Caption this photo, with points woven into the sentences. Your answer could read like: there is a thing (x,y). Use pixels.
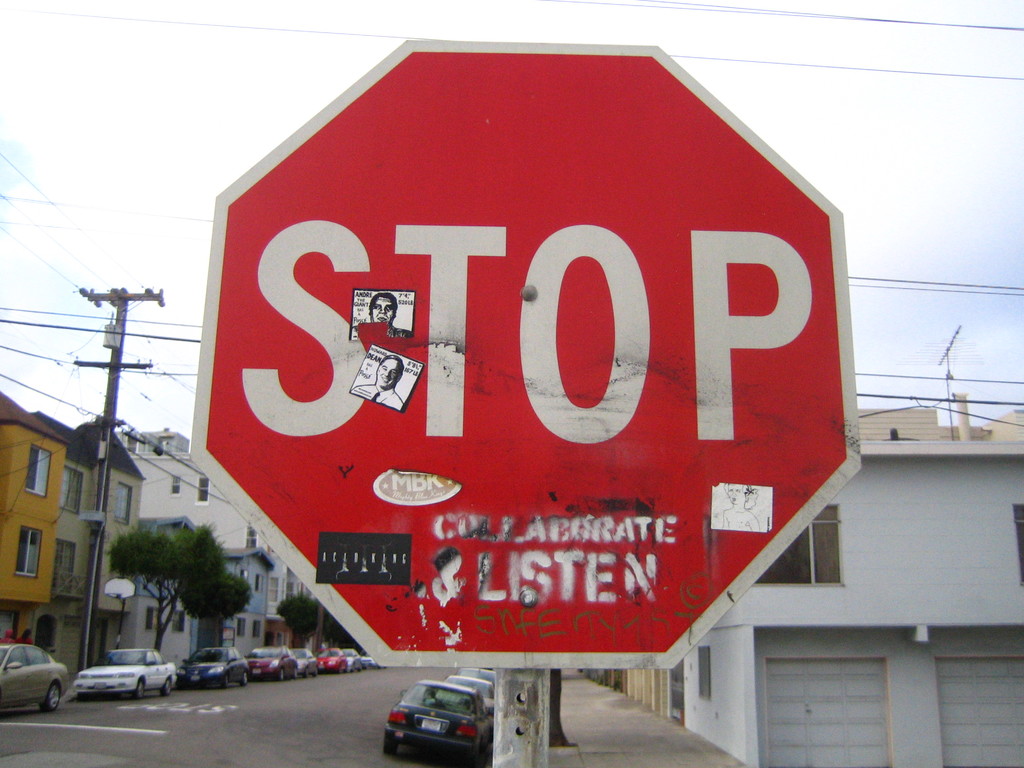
In this picture we can see a STOP signboard (277,307) on a pole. On this STOP signboard (412,476), we can see the images (355,386) of the people (377,314) and some text (458,531). There are a few vehicles (445,714), a pole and trees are visible on the path (289,727). We can see some wires (133,436) on top. There are a few buildings (57,582) visible on the right (904,488) and left side of the image (133,611). We can see the sky (220,78) on top of the picture (186,75).
